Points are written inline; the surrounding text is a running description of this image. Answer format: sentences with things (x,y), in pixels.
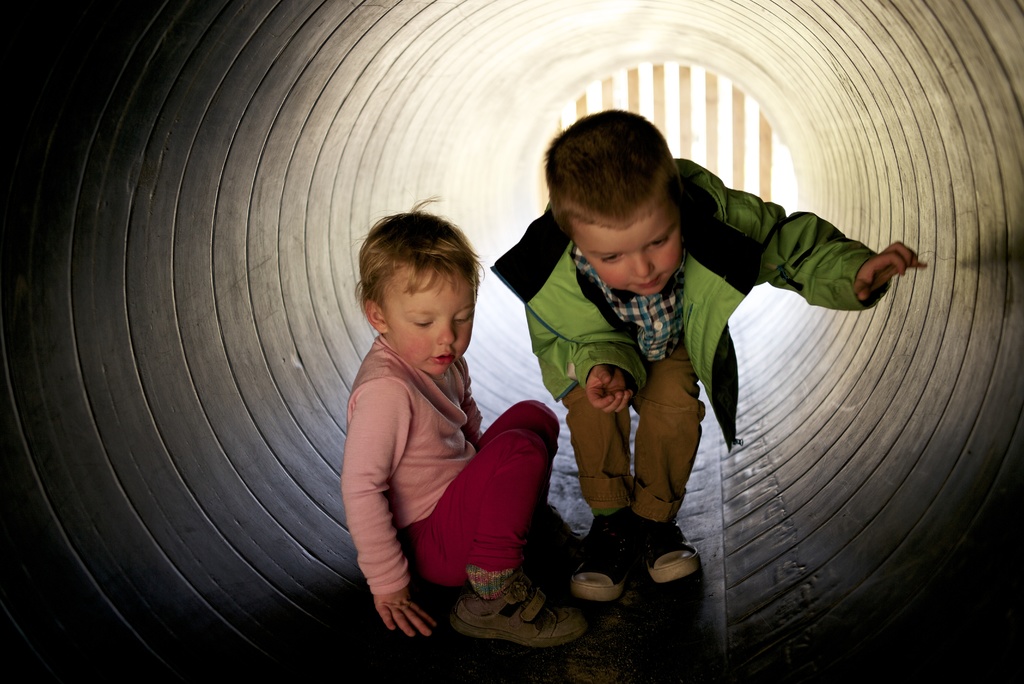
In this image we can see two children (692,310) inside a tunnel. On the backside (761,130) we can see some wooden poles (712,169).
